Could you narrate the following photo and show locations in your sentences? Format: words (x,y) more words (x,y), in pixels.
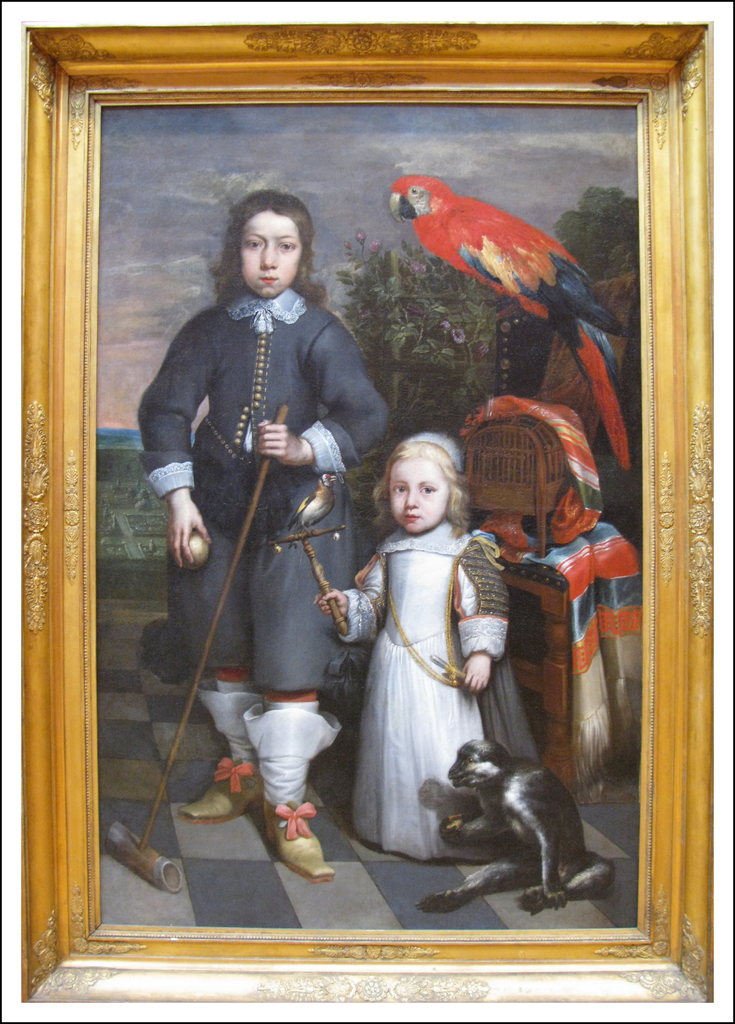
In this image, we can see a photo frame (671,837) contains depiction of a person (258,625), animal (511,787), stool (558,764), cage (530,473) and parrot (510,246).
